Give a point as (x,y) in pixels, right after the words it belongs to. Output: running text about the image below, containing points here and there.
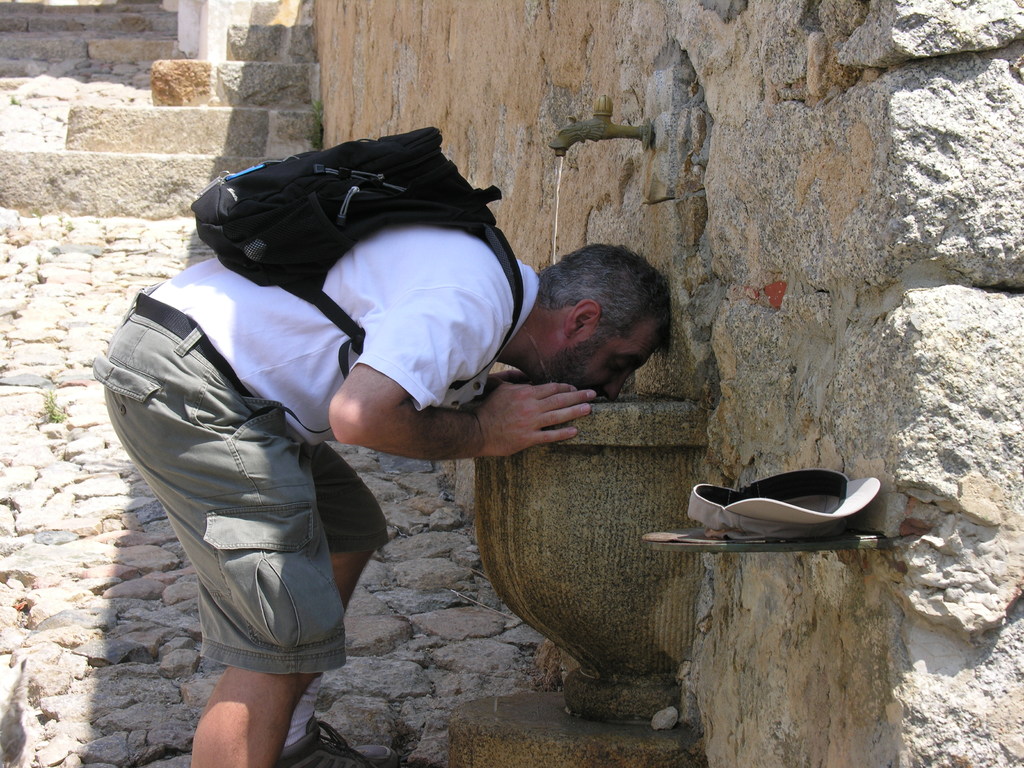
In this picture, we see a man (376,319) in white T-shirt (281,333) is wearing a black backpack (287,176) is standing. He is trying to put his head (568,318) under the tap (620,127). On the right side (727,322), we see the wall (784,217) which is made up of stones (773,264). We even see a cap (723,527). At the bottom (412,578), we see the stones (134,691). In the background (126,44), we see the staircase (100,95).
